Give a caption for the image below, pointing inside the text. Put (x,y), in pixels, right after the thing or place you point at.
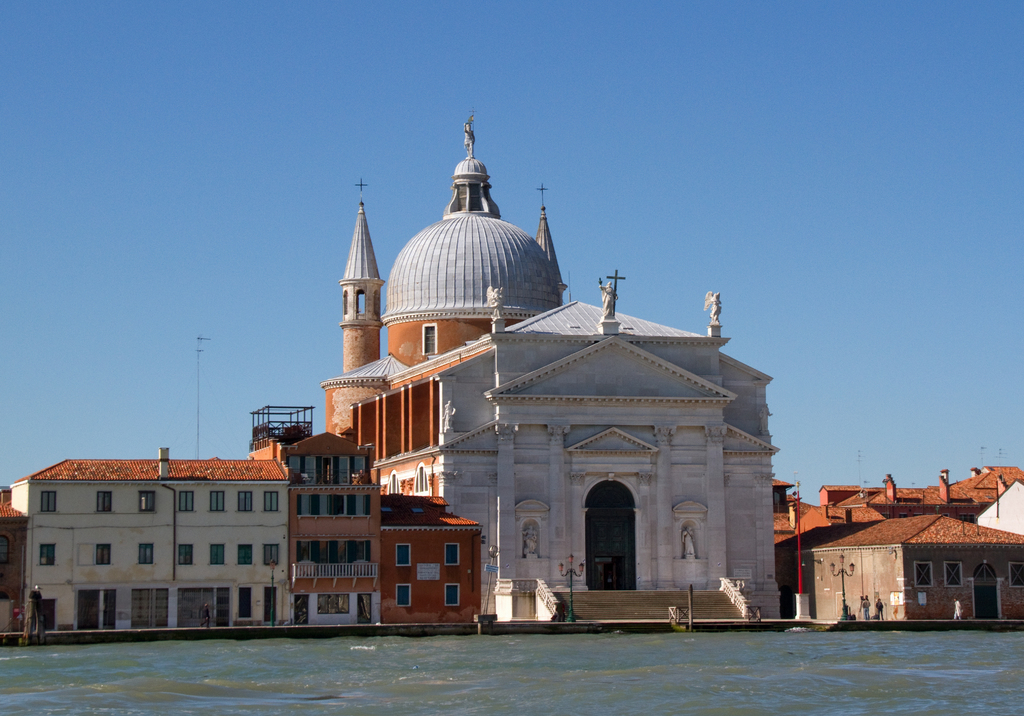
In the center of the image (499,426) we can see buildings (513,463), poles (569,580), lights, stairs (629,616), door (611,553), windows (324,555), grills (377,566), sculpture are there. At the top of the image (671,122) sky (671,99) is there. At the bottom of the image (725,664) water (789,633) is there.
